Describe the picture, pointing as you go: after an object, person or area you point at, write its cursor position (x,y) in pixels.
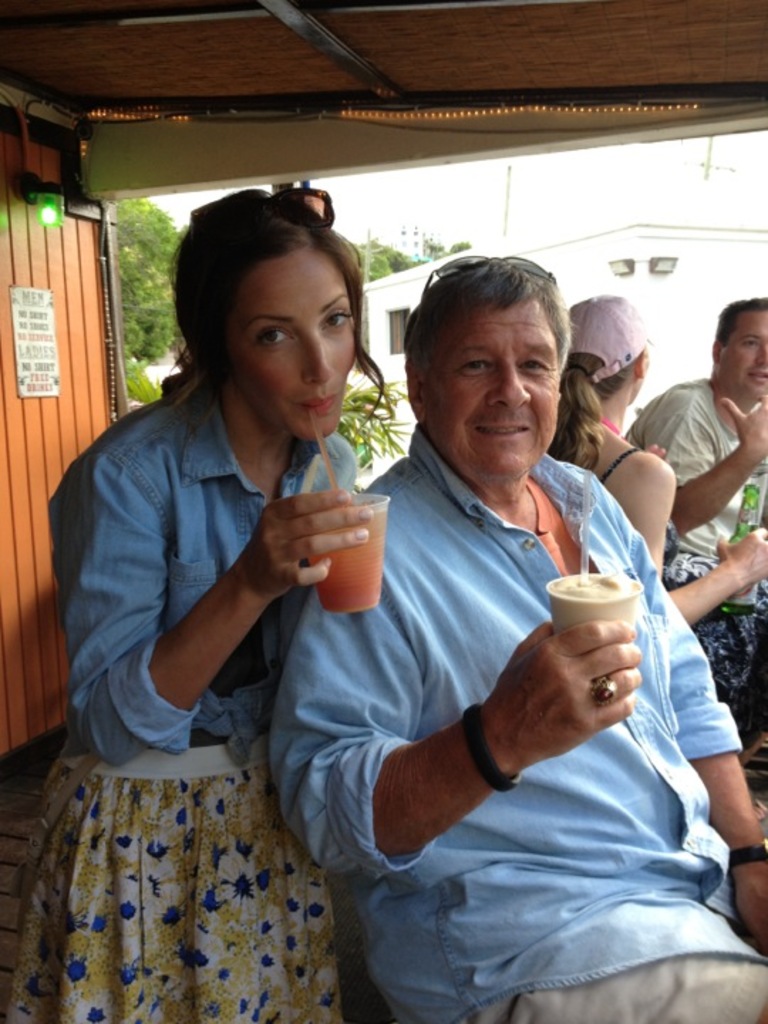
In this picture we can see four persons (661,420), two persons (474,481) in the front (521,574) are holding glasses (580,601), on the left side (40,332) there is a light (52,211) and a board (46,385), in the background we can see trees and a house (572,276).
